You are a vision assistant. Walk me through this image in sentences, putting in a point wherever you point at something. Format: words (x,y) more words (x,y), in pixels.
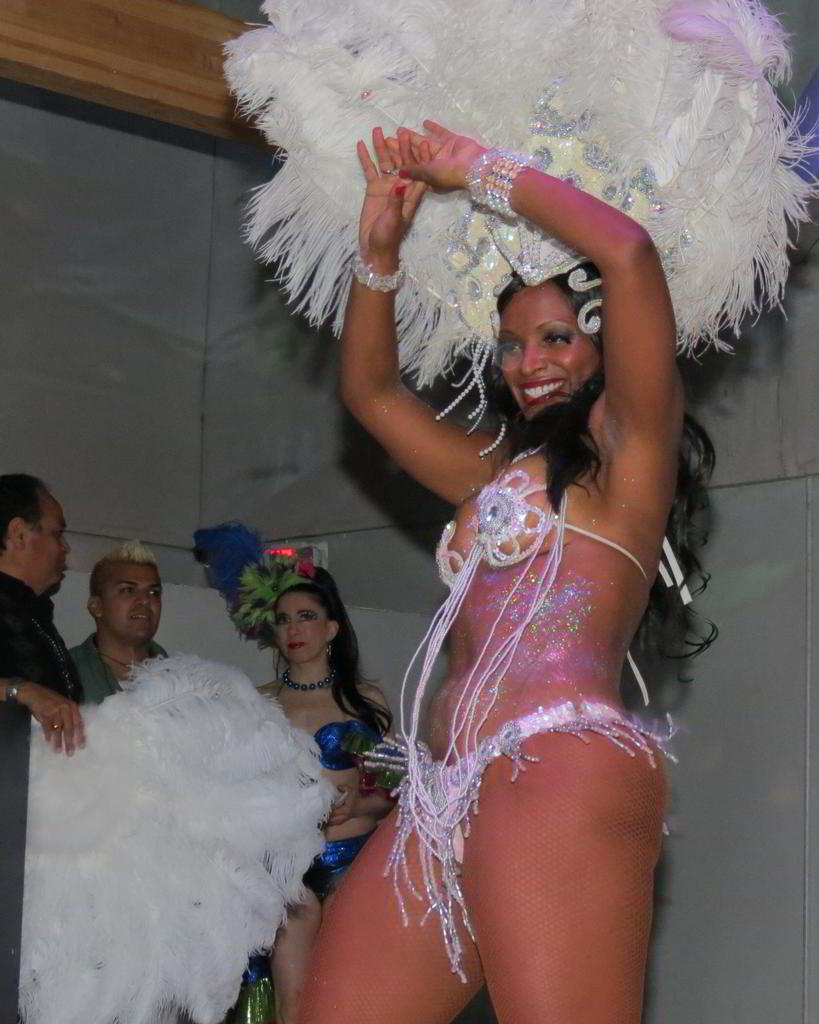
On the right of this picture (557,309) we can see a woman (558,407) wearing a costume (587,111), smiling and seems to be dancing. In the background (292,399), we can see the wall (212,459) and a group of persons (124,656) standing and holding a white color object (178,791) seems to be the feathers (249,792) and we can see some other objects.
